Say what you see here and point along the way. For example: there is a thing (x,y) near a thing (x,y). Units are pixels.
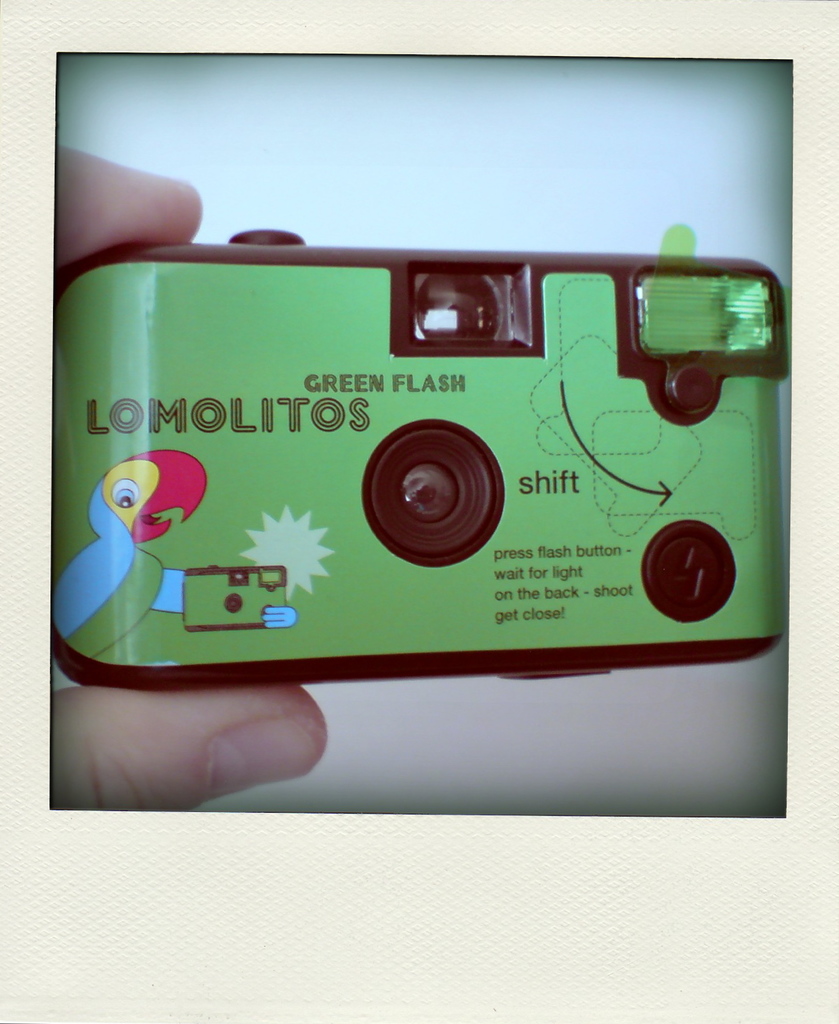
In this image, we can see human fingers (159,180) with camera (299,587). On the camera (334,589) we can see some text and figure (138,565). Here we can see lens (418,434) and flashlight (716,325). Background (616,108) we can see white color.
